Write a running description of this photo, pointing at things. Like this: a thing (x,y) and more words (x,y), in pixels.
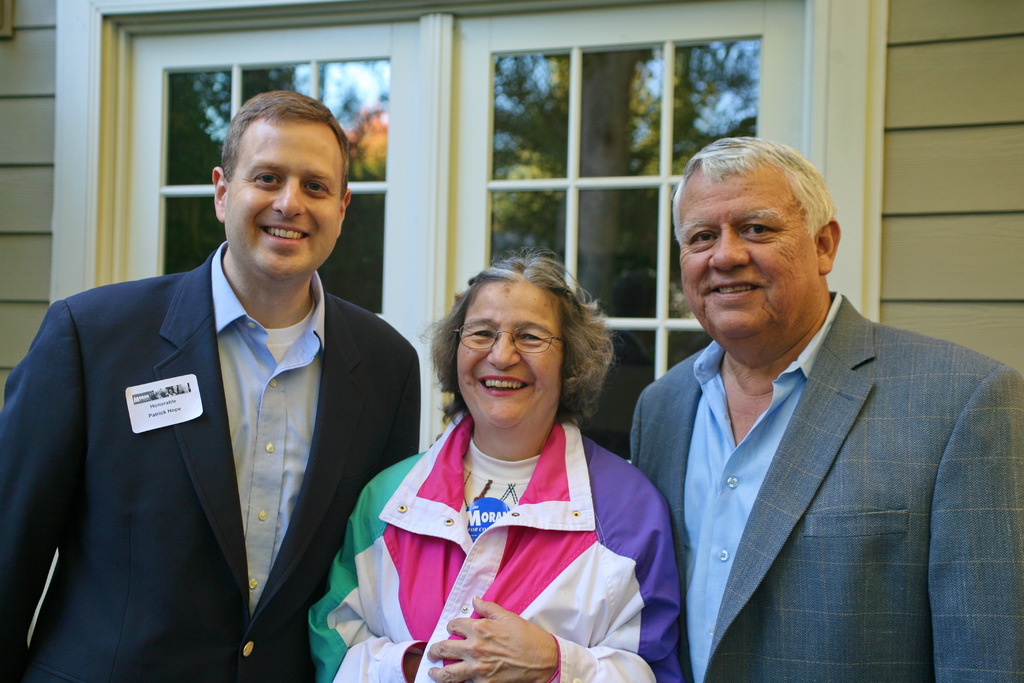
In this image we can see three persons (713,445). One woman (528,430) is wearing spectacles (520,347). In the background (936,204), we can see a building (539,159) with doors (650,91) and group of trees (540,149).
